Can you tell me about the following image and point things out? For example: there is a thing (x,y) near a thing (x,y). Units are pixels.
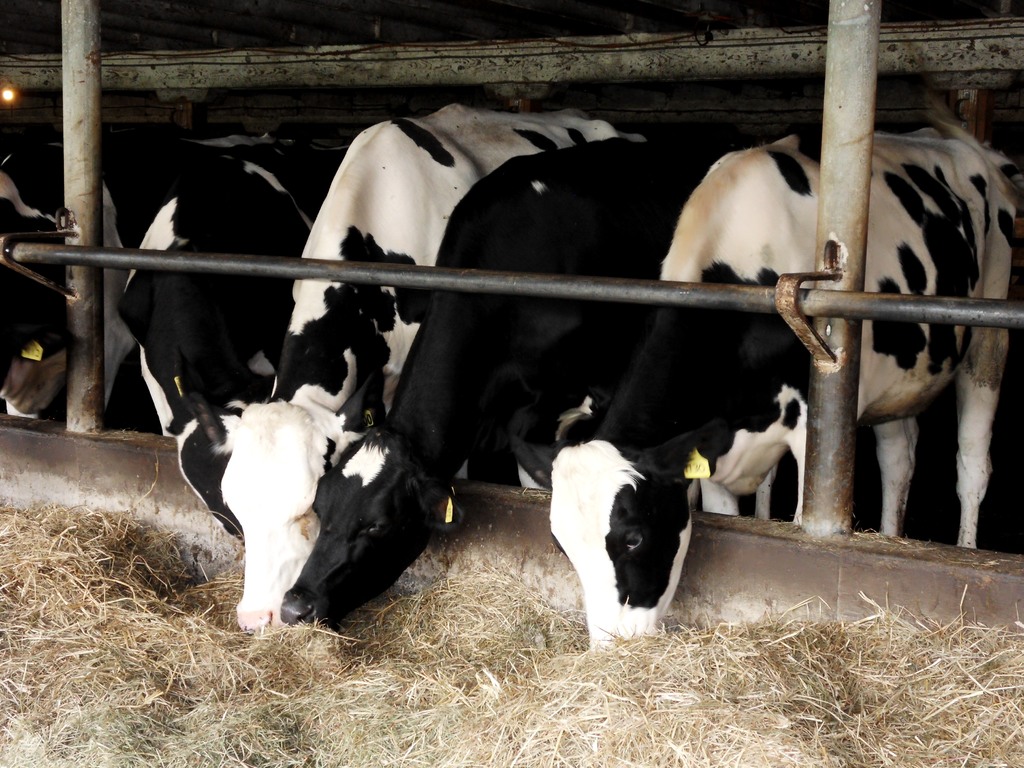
In this image cattle (333,361) are eating hay (178,576) in a barn (543,543).
